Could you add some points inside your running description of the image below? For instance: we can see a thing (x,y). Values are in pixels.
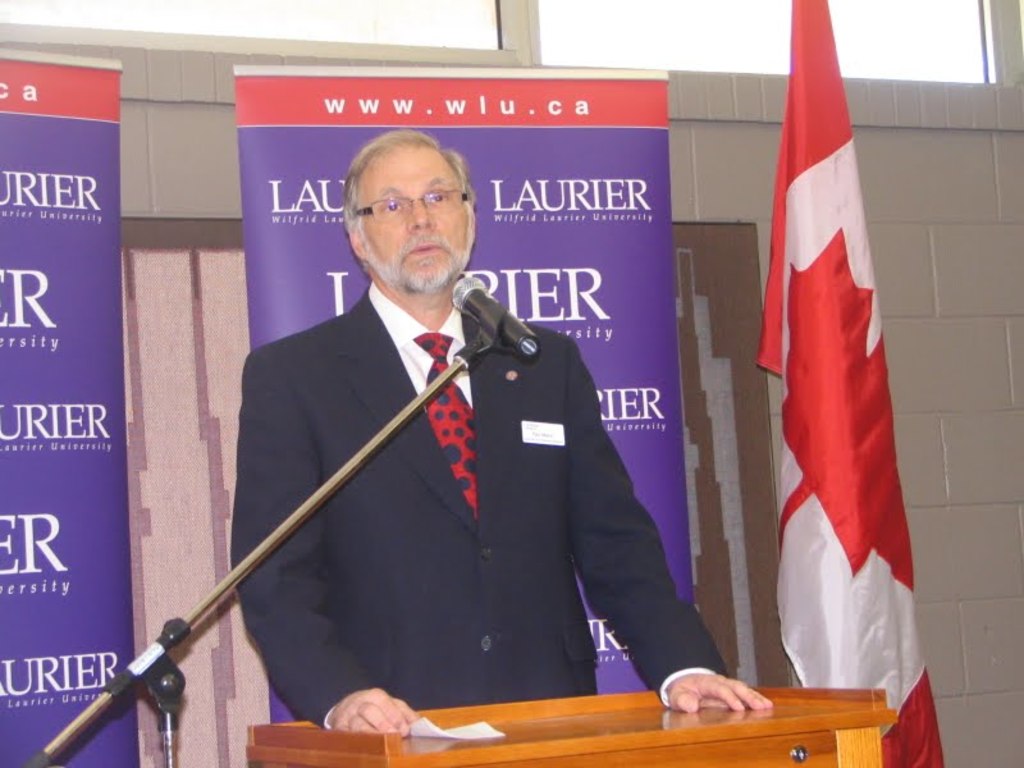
In the picture we can see a man (461,639) standing near the desk (855,696) and talking into the microphone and he is in a blazer (294,457), tie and shirt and behind him we can see two banners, flag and behind it we can see the wall (744,115).
